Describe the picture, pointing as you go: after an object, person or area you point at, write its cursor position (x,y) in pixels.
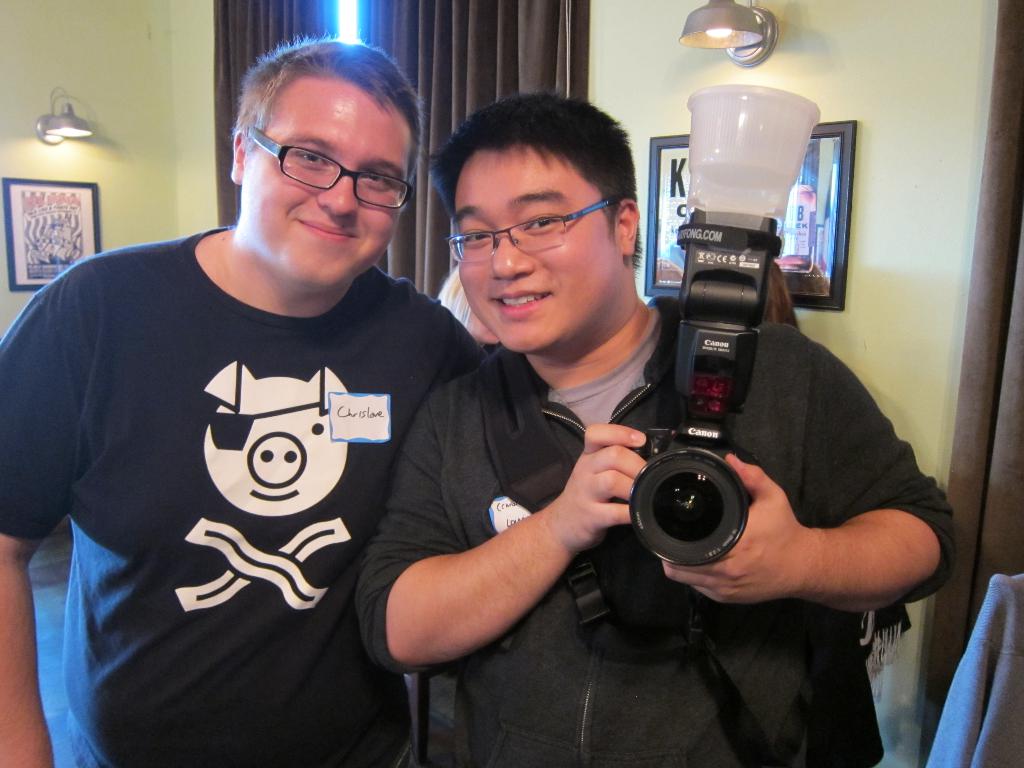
Of an image a person (522,646) is standing and also holding a camera (639,506). The left side of an image (285,508) a person (279,432) is standing, wearing spectacles (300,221), smiling behind him there is a curtain (236,67). Beside of him there is a light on the wall (105,106) and photograph (84,193).
